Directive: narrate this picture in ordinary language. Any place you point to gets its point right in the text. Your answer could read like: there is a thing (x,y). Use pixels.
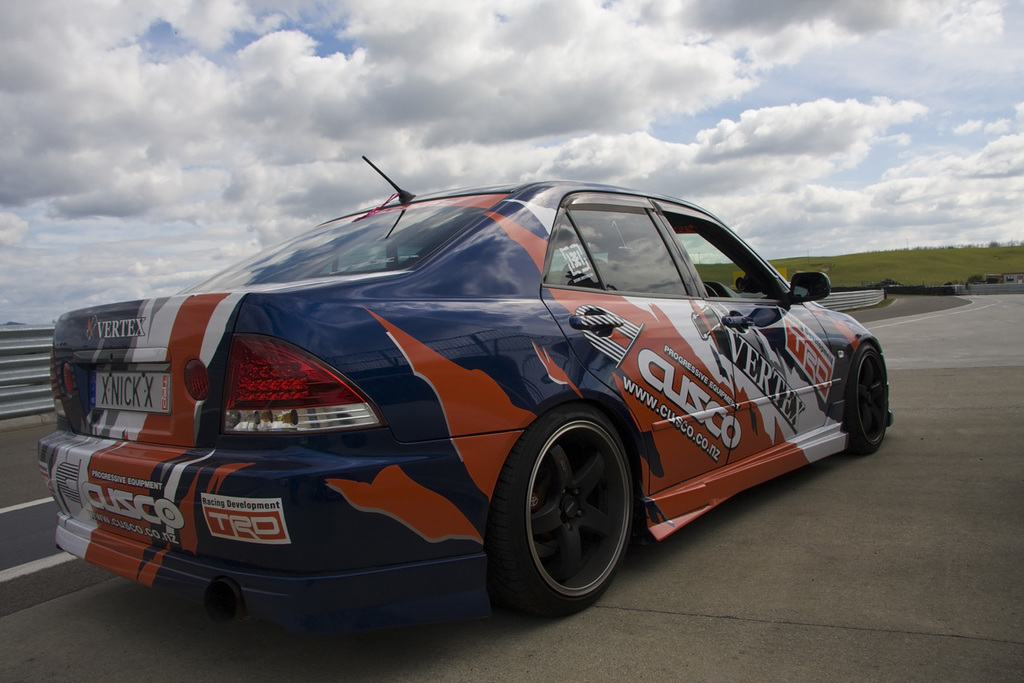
In this picture, we can see a vehicle (752,450), road (796,491), ground (945,259) with grass (959,263), some object (37,349) on the left side of the picture (22,357), we can see the sky (23,251) with clouds (28,289).
